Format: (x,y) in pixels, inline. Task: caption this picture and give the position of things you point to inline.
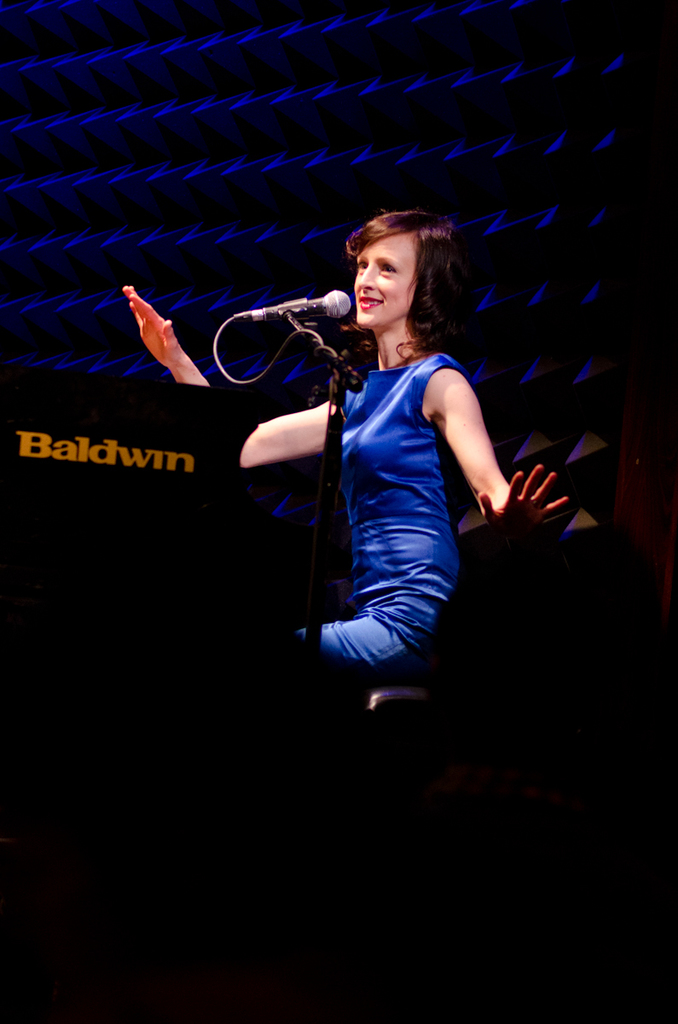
In the center of the image (378,388) we can see there is a woman (380,403) sitting on the chair (394,704). On the left side of the image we can see mic stand (342,372) and mic (287,301).
